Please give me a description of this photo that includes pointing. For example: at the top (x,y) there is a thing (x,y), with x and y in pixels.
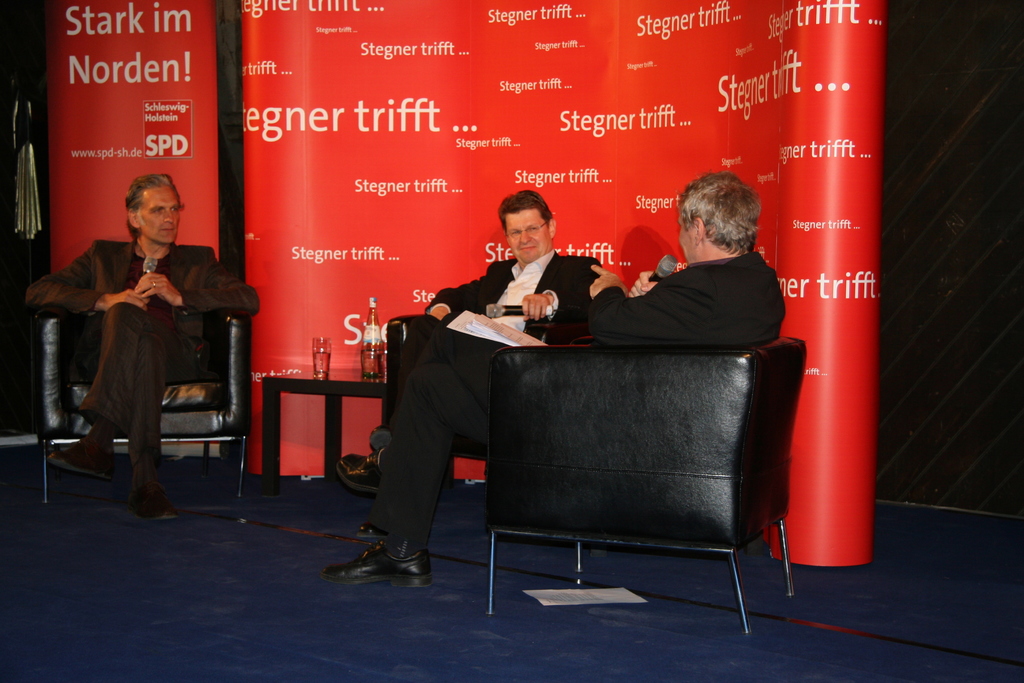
In the image we can see there are three men (572,285) who are sitting on chair (213,367) and they are holding mike (662,273) in their hand (135,287) and behind them there is a banner (555,131) on which it's written "Stegner trifft".
